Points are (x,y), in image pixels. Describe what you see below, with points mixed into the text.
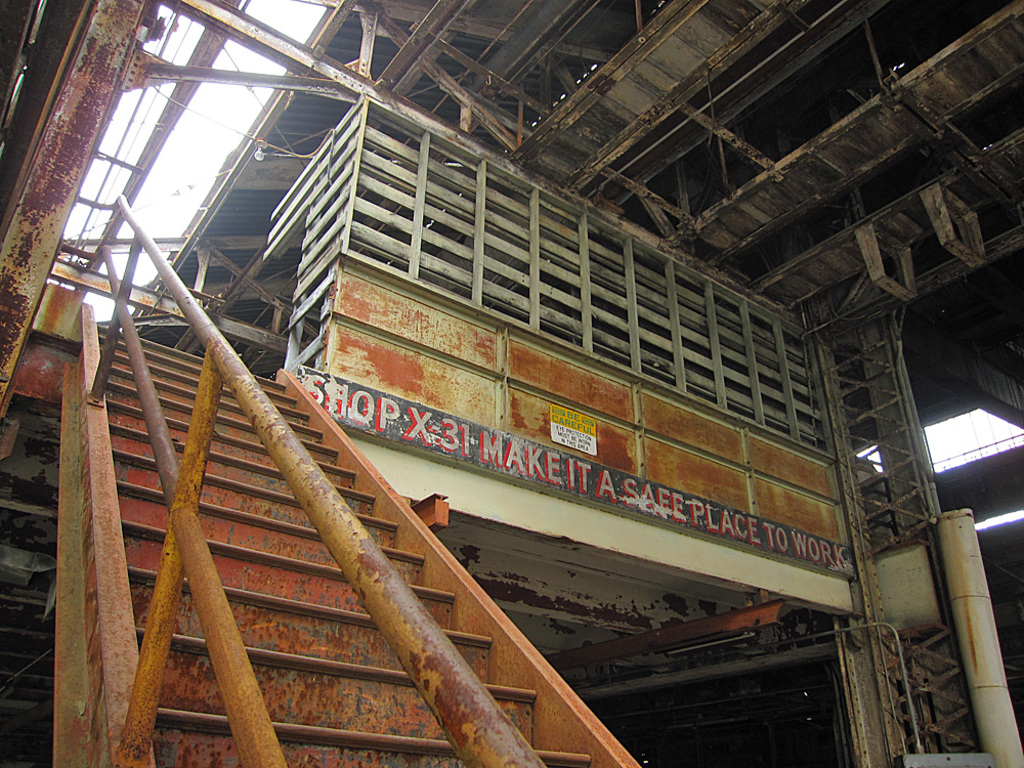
In this picture we can see iron steps (259,496) with pipe railing (266,416). Above we can see the iron shed (662,66) and sky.
